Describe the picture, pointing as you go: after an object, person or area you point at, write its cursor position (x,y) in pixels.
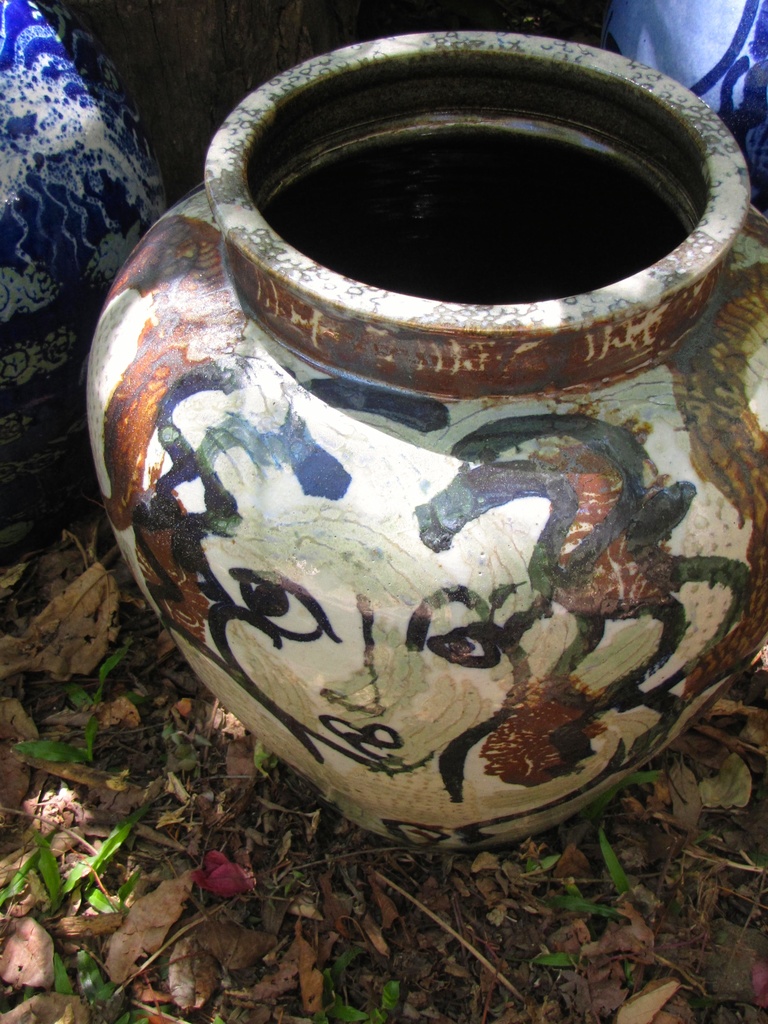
In this image we can see a vase (352,674). At the bottom (134,869) there are leaves (425,934).
